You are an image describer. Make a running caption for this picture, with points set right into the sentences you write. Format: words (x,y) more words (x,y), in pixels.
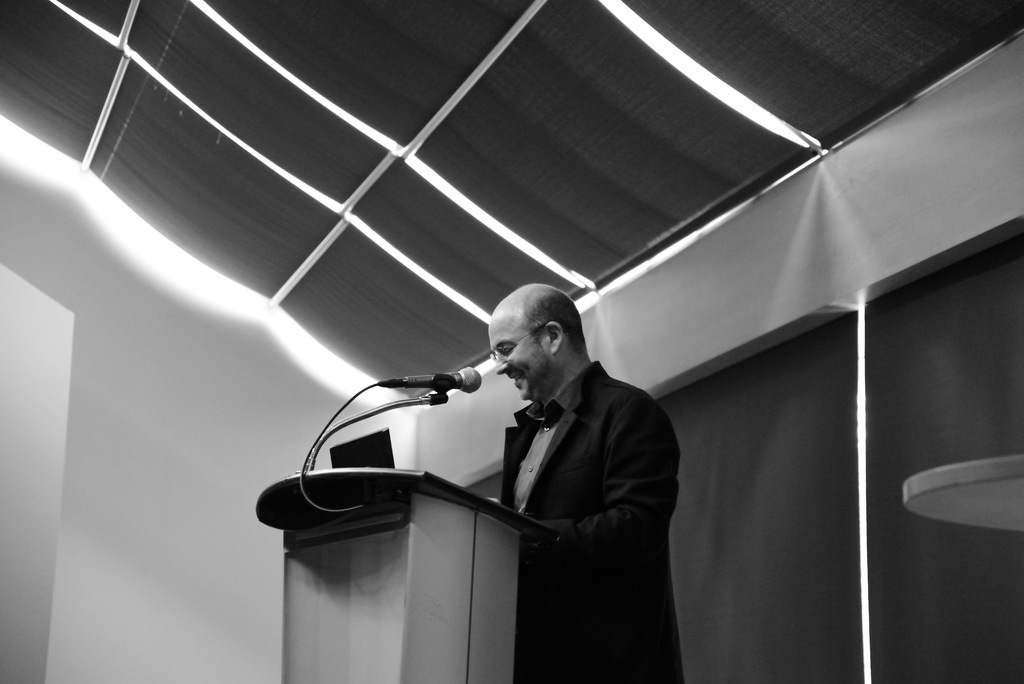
In this image I can see the person (591,524) standing in-front of the podium (342,526). On the podium (325,531) I can see the mic (321,436). The person (567,412) is wearing the dress (558,437). In the background (182,428) I can see the wall (213,329) and this is black and white image.
